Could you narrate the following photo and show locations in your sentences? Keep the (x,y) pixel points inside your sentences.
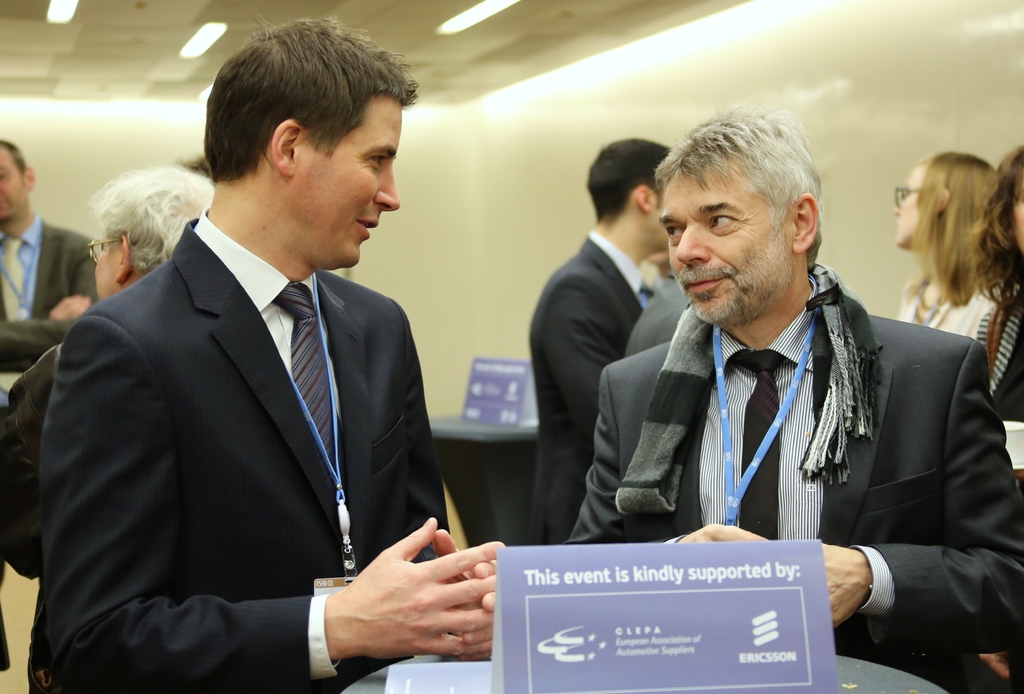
On the left side (320,282), there is a person (327,207) in a suit (421,466) standing and smiling in front of a table (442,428) on which there is a poster (555,585) and an object (460,663). On the right side (931,594), there is another person (913,390) in a suit (592,489) standing and smiling. In the background (462,363), there are other persons (564,390), above them there are lights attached to a roof (421,6) and there is a yellow colored wall (497,141).
